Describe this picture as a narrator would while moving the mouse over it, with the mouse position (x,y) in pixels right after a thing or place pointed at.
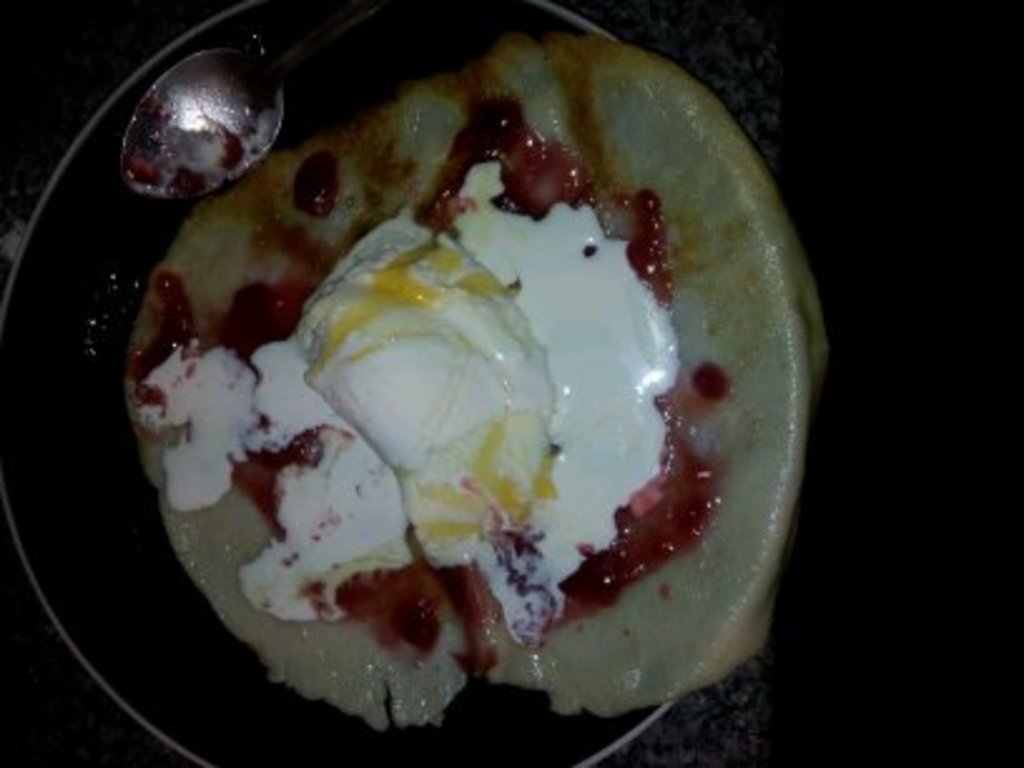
In this picture there is food (559,369) and spoon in the bowl (452,4). At the bottom (709,724) it looks like a marble (684,738). On the right side of the image (889,299) there is a black background (975,470).
